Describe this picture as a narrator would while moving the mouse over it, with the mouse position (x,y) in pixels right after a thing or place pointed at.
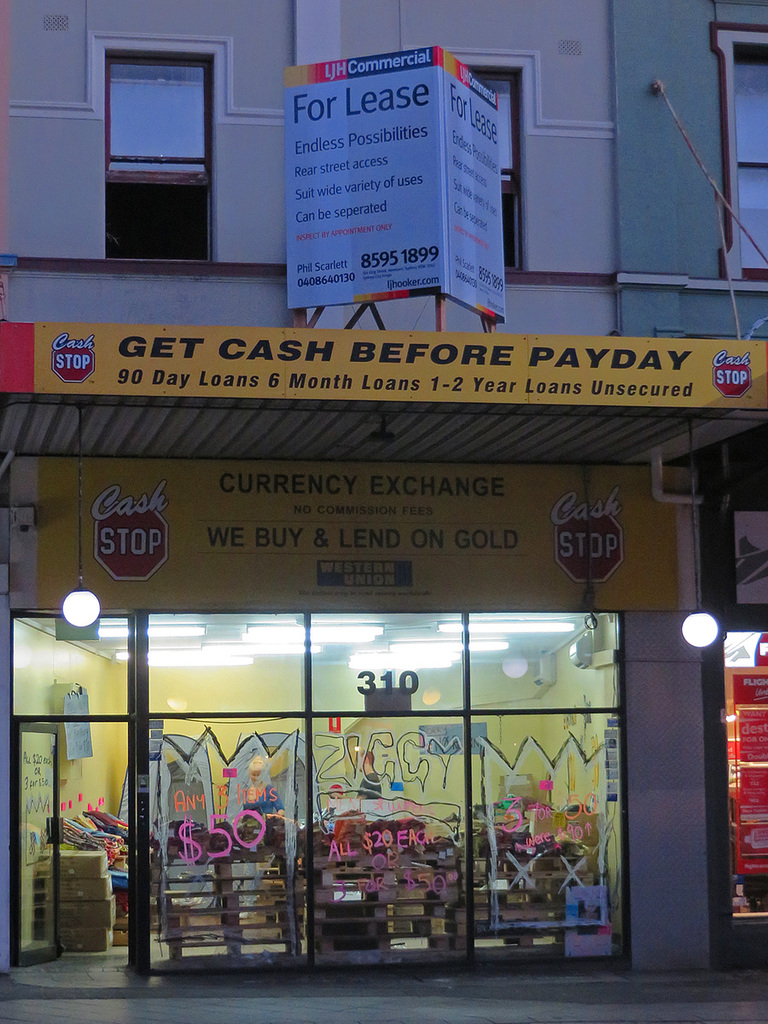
In this image, we can see glass wall (159,891), door (31,841). Through the glass wall (465,928), we can see some objects (506,905). In the middle of the image (464,569), we can see some boards (520,556), lights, hoarding (280,367). Top of the image (727,188), we can see glass windows (739,153), pipes (753,240).
